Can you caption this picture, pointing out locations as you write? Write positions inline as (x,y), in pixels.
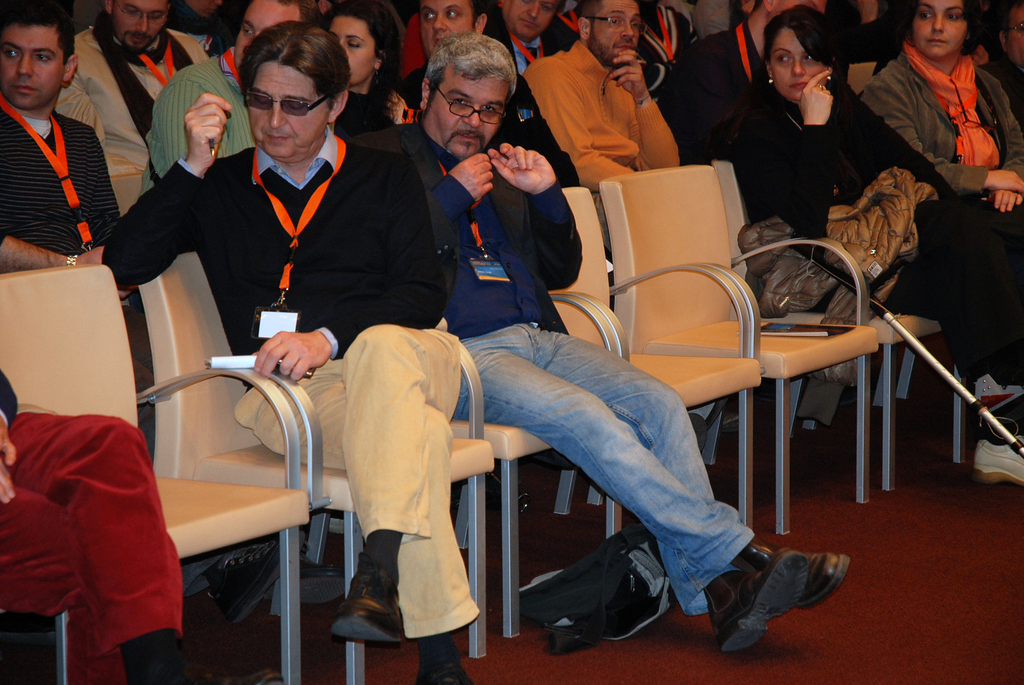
In the image we can see there are lot people (539,118) who are sitting on chair (320,433).
